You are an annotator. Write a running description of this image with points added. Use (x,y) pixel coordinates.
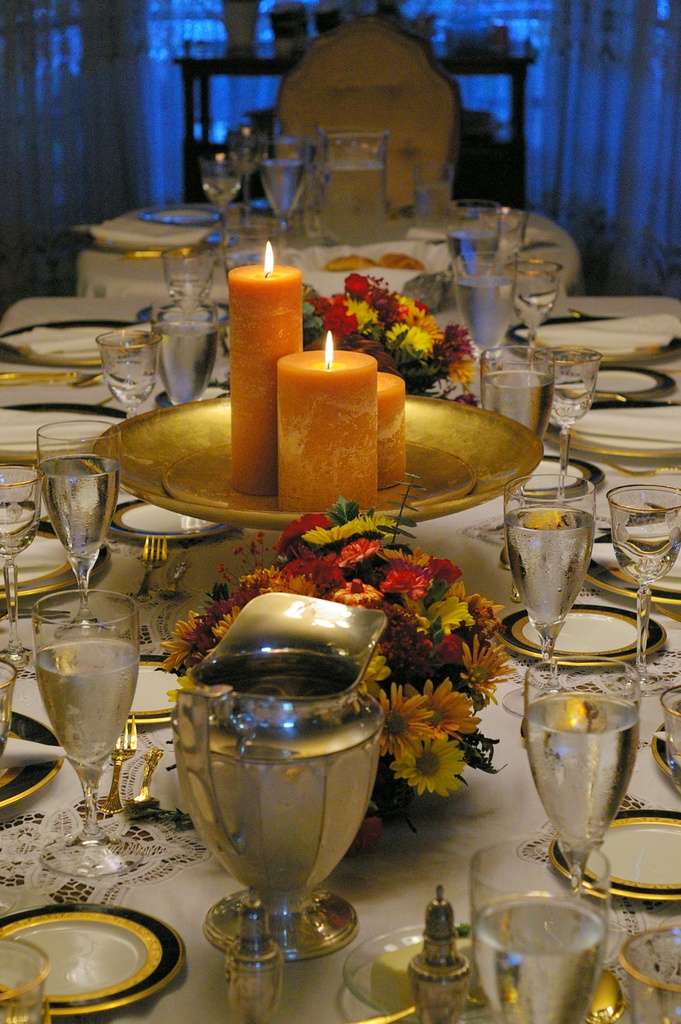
In this image there is a dining table (474,386) in middle of this image (242,539) and there are some plates (576,628) and some glasses (550,650) are arranged on it. There is a candle (301,307) as we can see in middle of this image (290,438) and there are some flowers (289,586) are at bottom side of this candle (301,423) and top side of this candles (314,365). there is a chair (343,125) on the top of this image (349,100) and there are some curtains (147,126) in the background (608,128).
